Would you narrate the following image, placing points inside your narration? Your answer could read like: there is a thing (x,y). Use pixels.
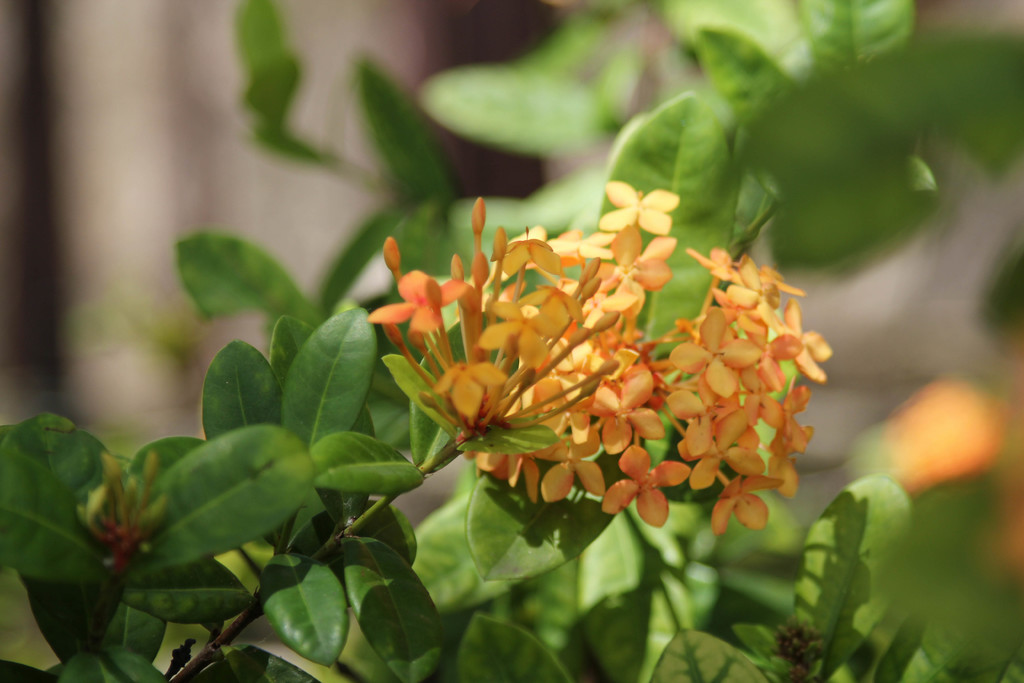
This is a macro photography of a plant (224,574) with a bunch of flowers (725,253).
